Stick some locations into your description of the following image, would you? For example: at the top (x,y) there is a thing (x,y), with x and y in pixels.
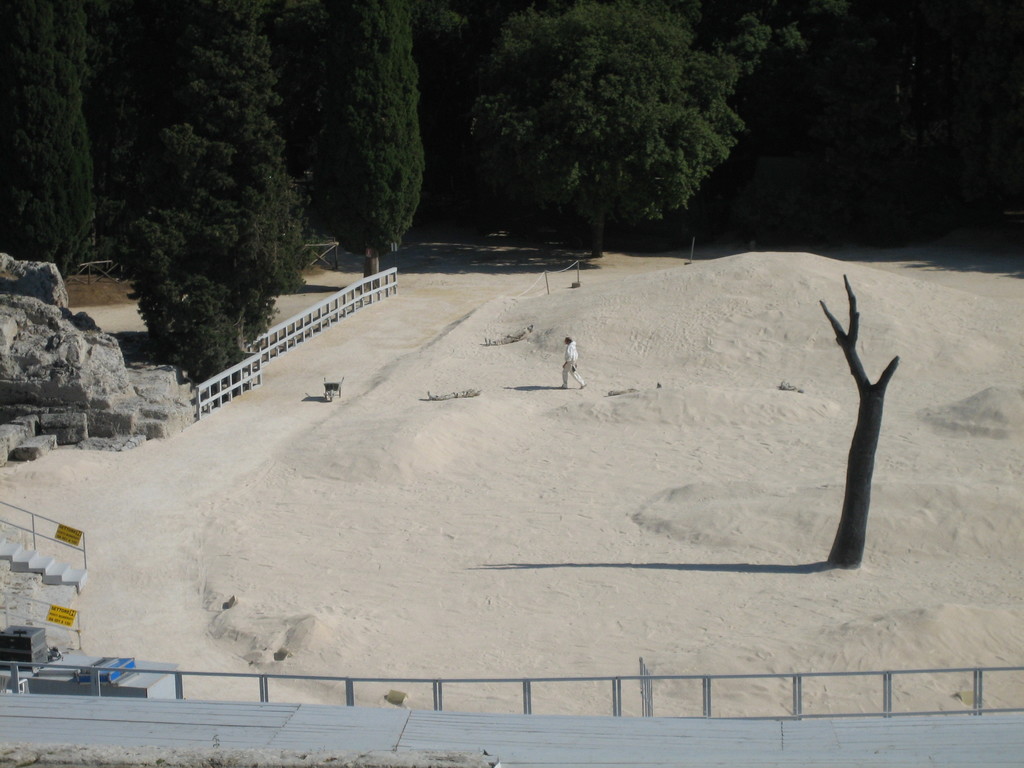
In the image there is a person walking on the playground (567,249) with trees (286,213) in the background (505,150) and a trunk (863,381) in the middle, in the front (344,710) there is a fence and steps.
